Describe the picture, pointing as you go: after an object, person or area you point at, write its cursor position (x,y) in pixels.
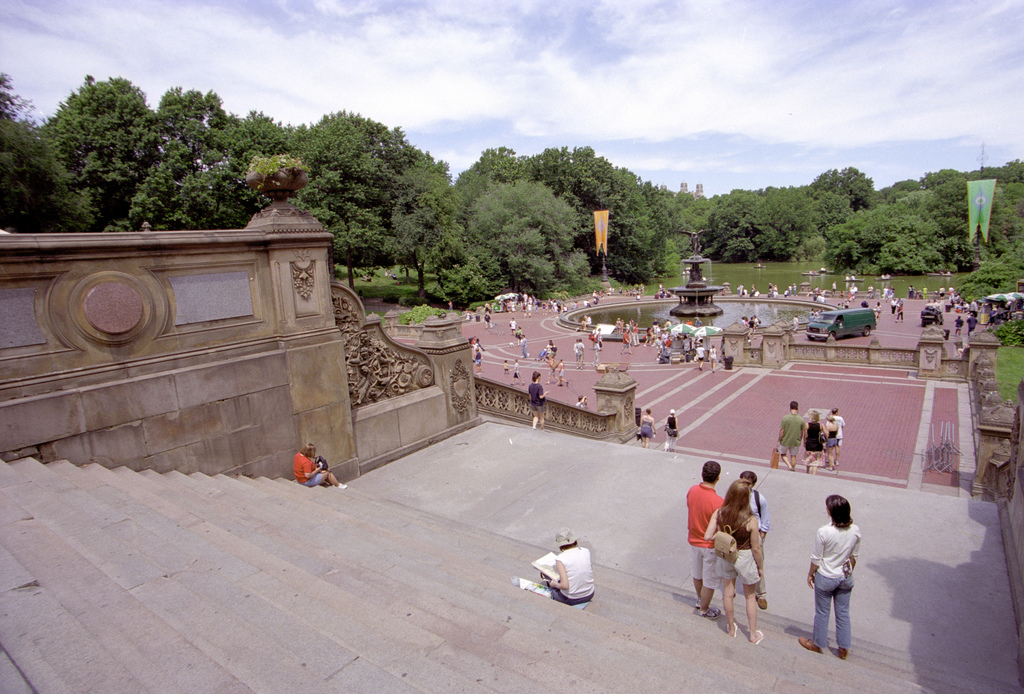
At the bottom of the image (271,686) there are staircase (521,640). There are people (713,575). In the background of the image (699,278) there is a fountain (607,317). There are trees (885,270). There are people (816,459). There is a truck (846,310). At the top of the image (566,102) there is sky (652,102) and clouds (602,67).
